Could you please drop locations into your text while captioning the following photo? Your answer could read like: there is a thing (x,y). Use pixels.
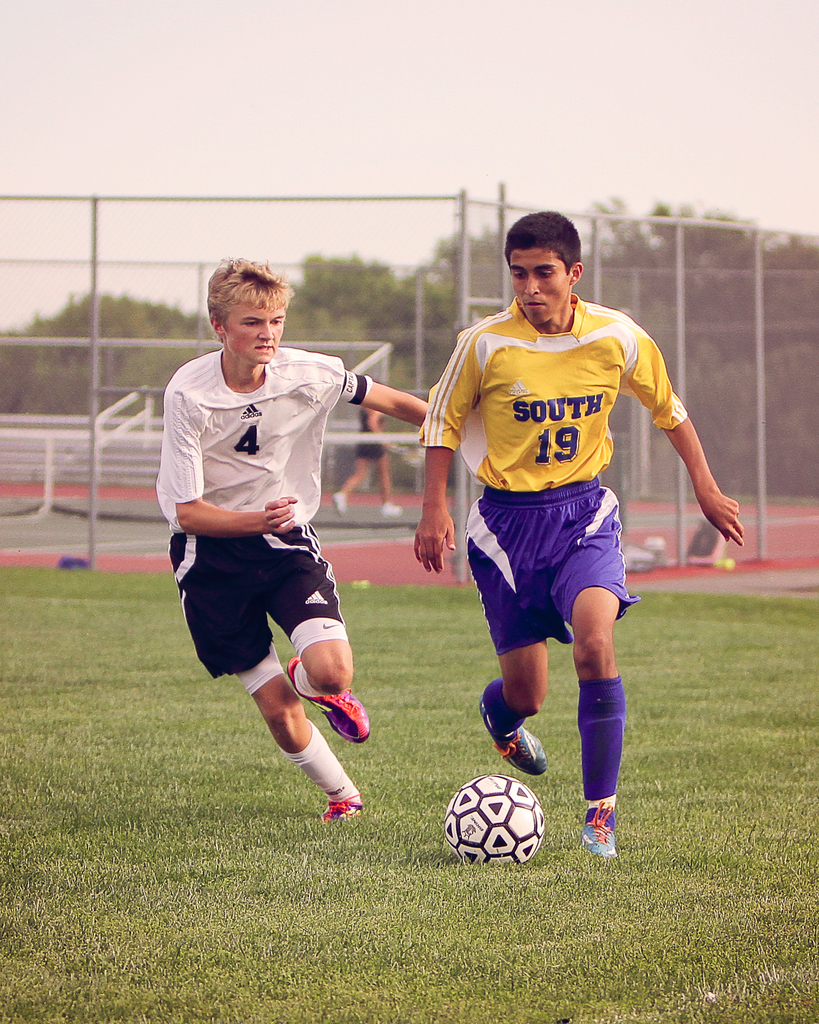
In this picture I can see 2 persons (614,794) are playing the football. This person (588,790) wore yellow color t-shirt (513,359), blue color short (509,586), shoes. This person (283,450) wore white color t-shirt (271,467), black color short (275,574). Behind them there is an iron net (479,301) and trees (479,257). At the top (451,83) it is the cloudy sky (433,97), at the bottom (483,802) there is a football (473,834) on the grass (429,856).
